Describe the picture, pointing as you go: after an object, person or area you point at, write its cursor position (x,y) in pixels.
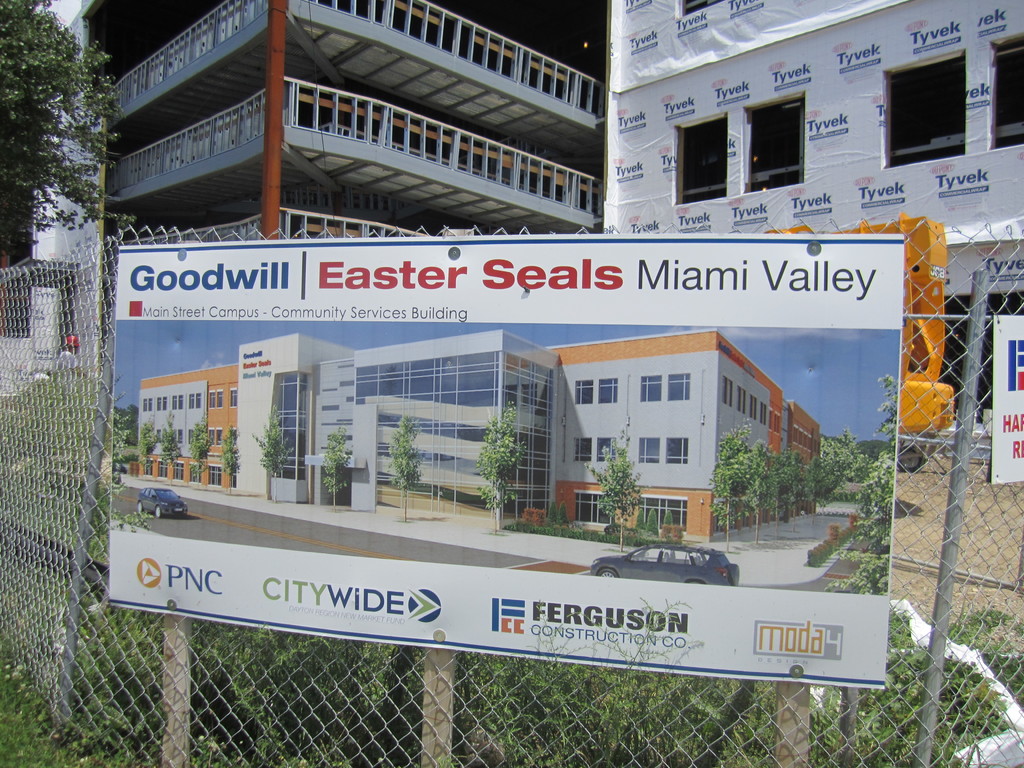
This image is taken outdoors. In the background (368,134) there are two buildings (466,155) with walls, grills (347,120), railings (330,112), pillars (280,35) and windows (691,128). There is a sheet (676,102) with a text (743,83) on it. On the left side of the image (3,236) there is a tree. In the middle of the image (482,448) there is a mesh (514,707) and there is a board (611,536) with a text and a few images (443,488) on it. There is a crane (930,328) on the ground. There are a few plants (560,667).
